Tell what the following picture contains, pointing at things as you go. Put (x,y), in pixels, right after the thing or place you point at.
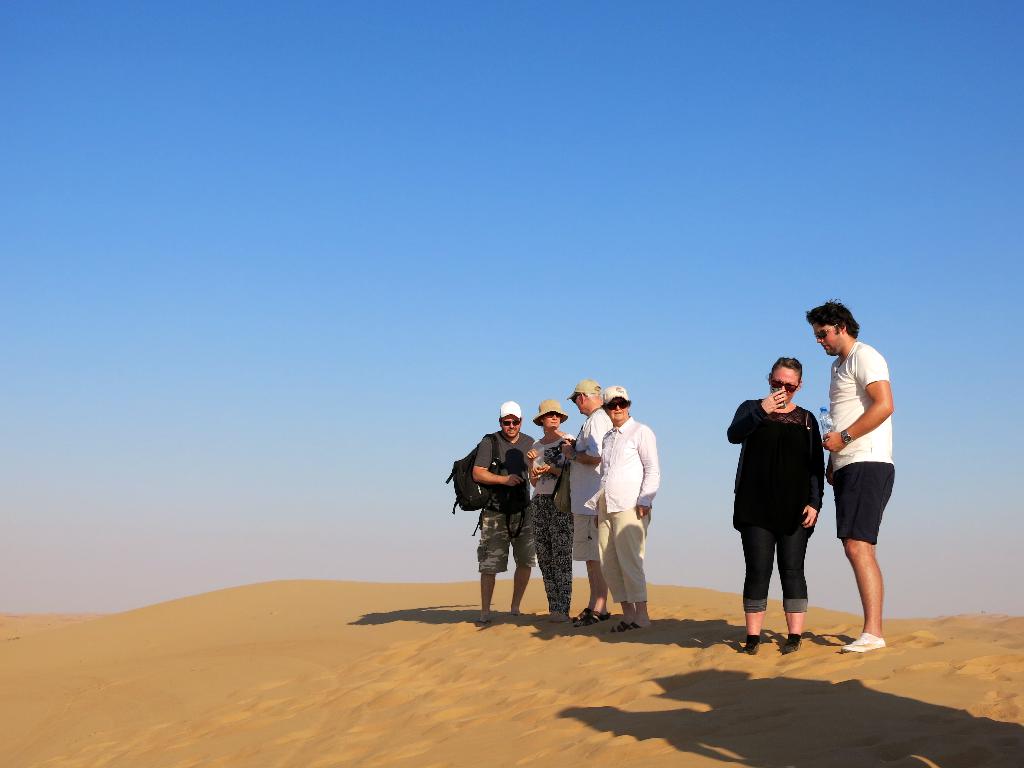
In this image we can see these people (502,463) wearing caps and these people (807,450) are standing on the sand (367,649). In the background (926,115), we can see the pale blue color sky (523,210).
